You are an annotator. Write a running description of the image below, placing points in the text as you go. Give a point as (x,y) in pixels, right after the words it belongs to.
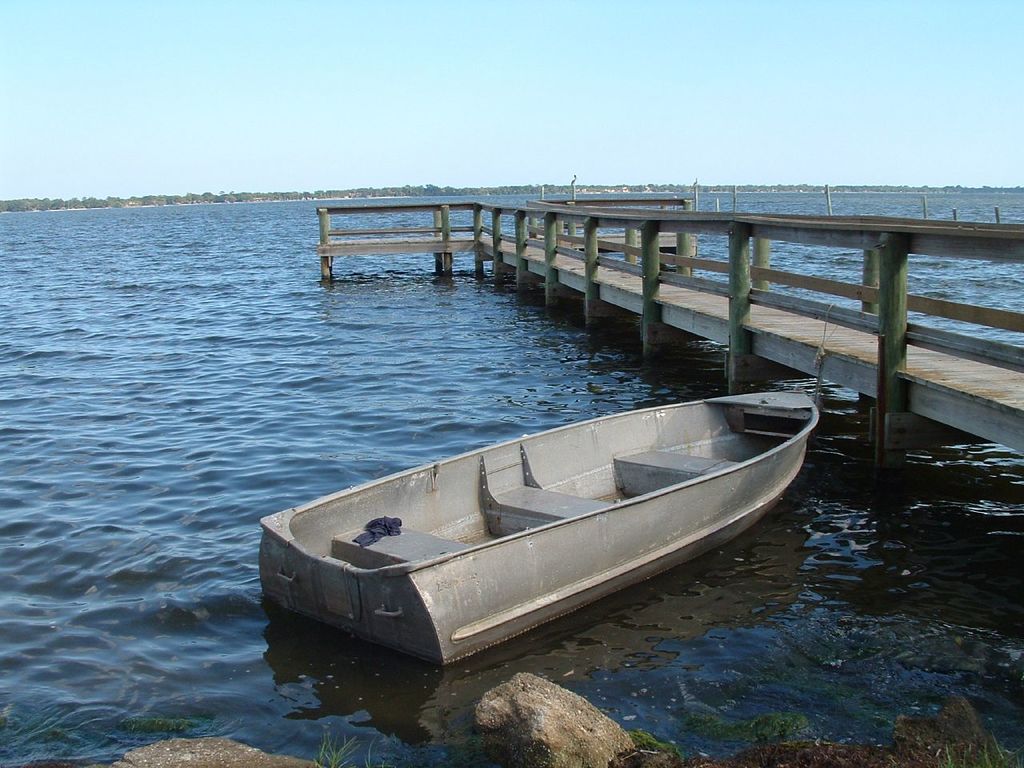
In this image we can see the boat (588,499) on the surface of the water (840,618). We can also see the stones (208,766), grass (332,762) and also the bridge (732,286). In the background (195,196) there are trees (235,196) and also the sky (440,60) at the top (469,71).
